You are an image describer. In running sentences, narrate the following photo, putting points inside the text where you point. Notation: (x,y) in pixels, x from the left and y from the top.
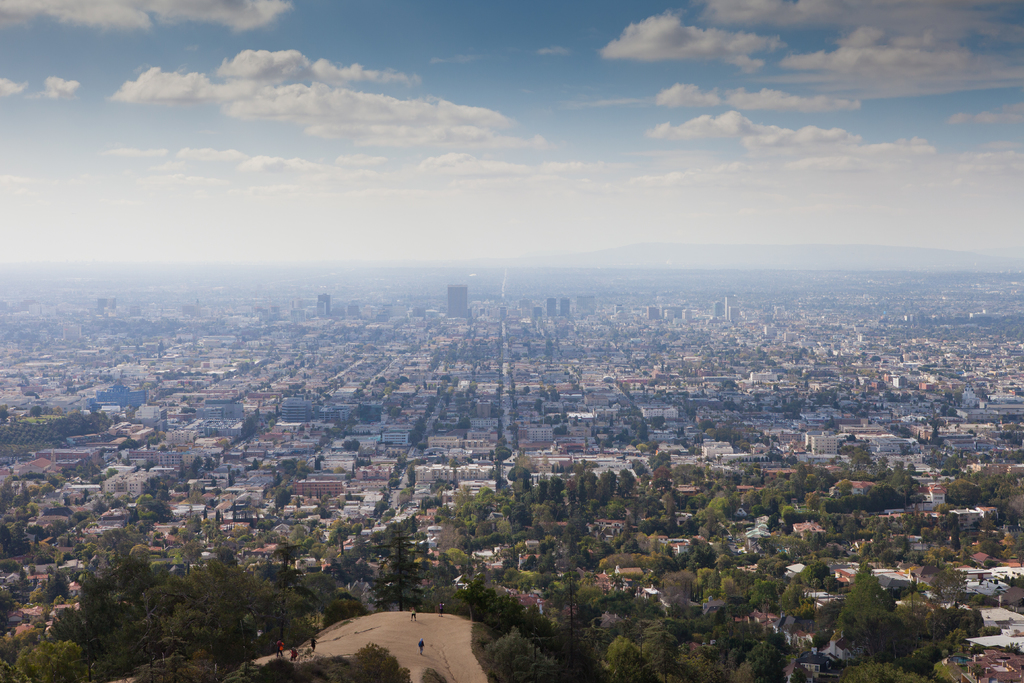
This picture is consists of Los Angeles (503,429) in the image, there is sky (396,219) at the top side of the image (374,90) and there are trees (602,551) at the bottom side of the image (628,610).
